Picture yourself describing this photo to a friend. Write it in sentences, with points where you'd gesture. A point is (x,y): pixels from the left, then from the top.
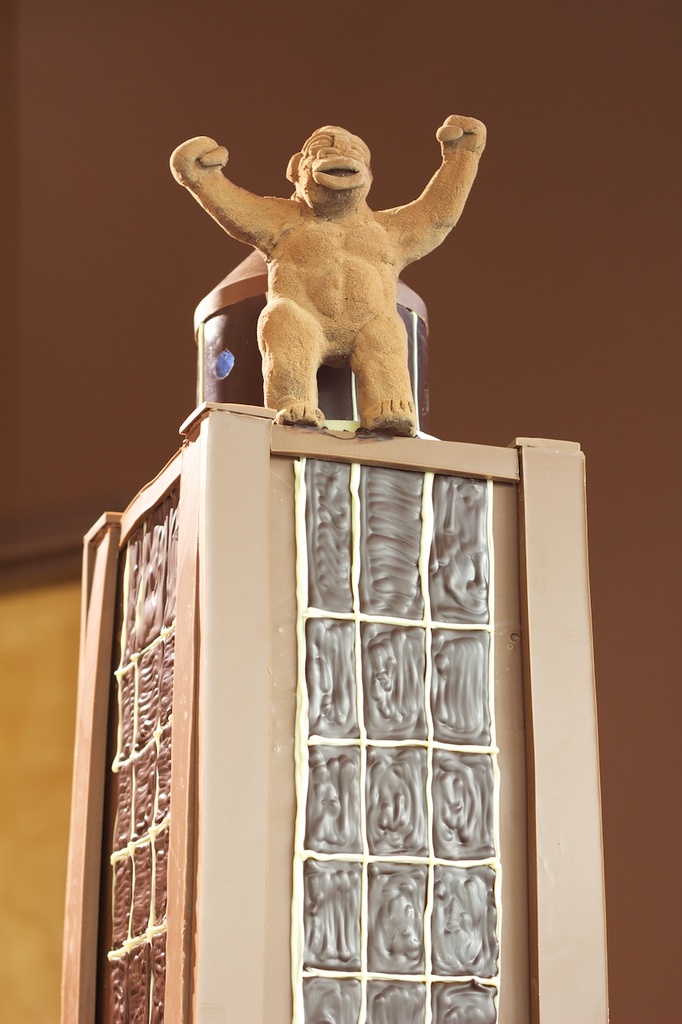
In the center of the image (300,426) there is a statue (373,403). In the background (505,159) we can see wall (300,128).
